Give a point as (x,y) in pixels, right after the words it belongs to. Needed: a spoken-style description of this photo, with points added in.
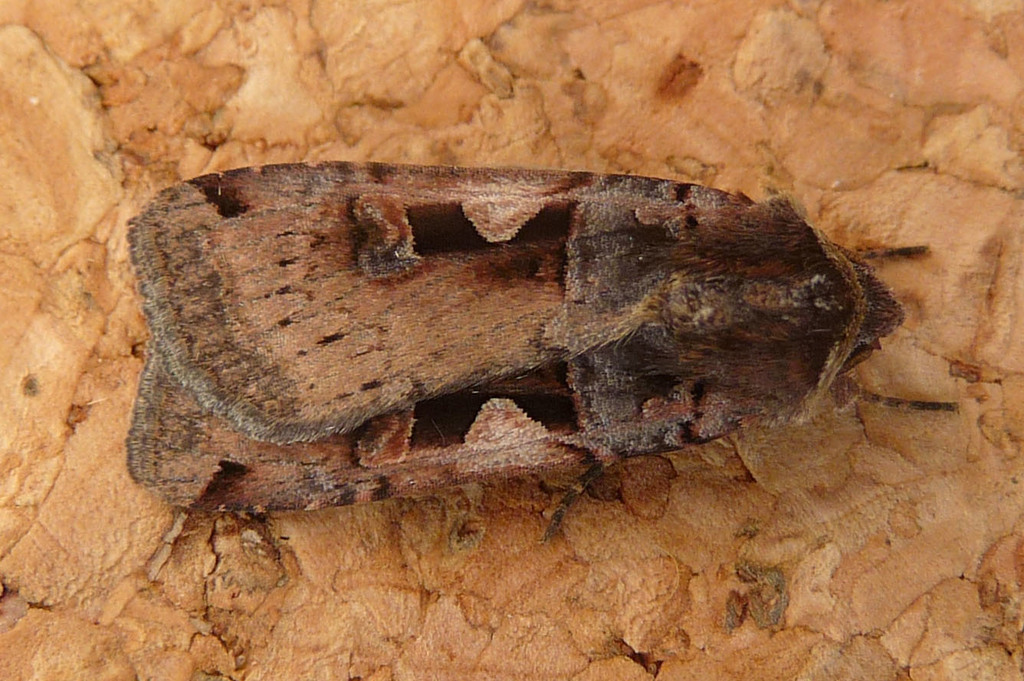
In this image we can see one insect (617,195) on the surface (711,116).
